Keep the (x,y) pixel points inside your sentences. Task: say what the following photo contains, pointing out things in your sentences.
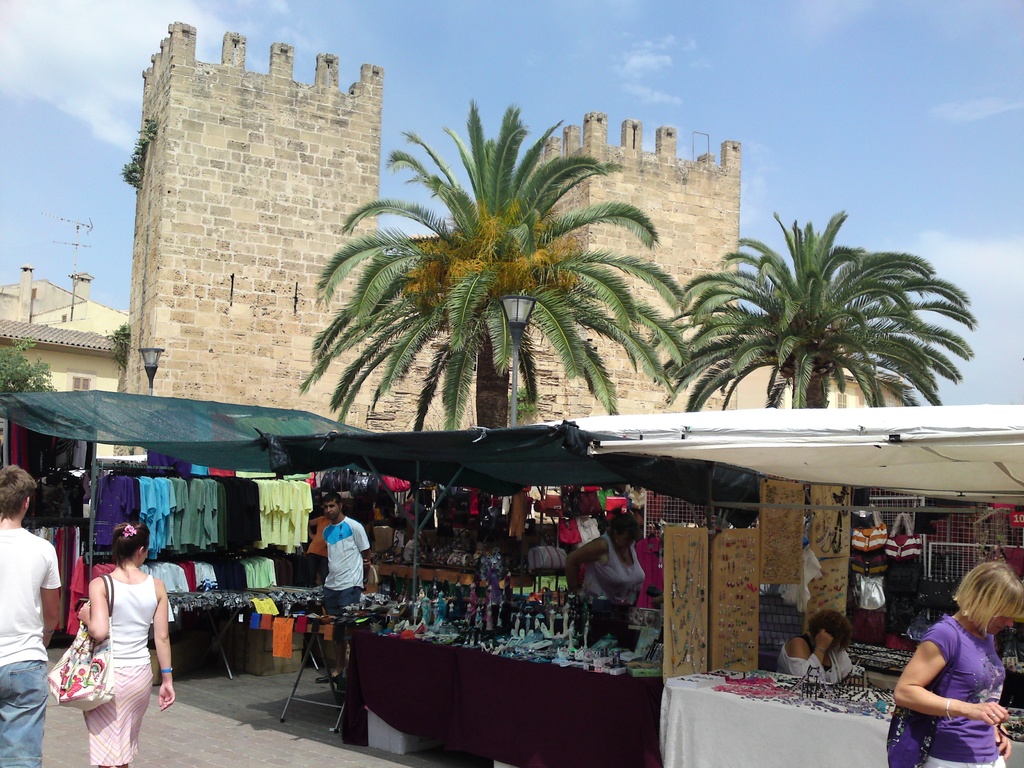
In this image we can see buildings (301,289), street poles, street lights (159,354), trees (505,363), stalls (427,499), persons (133,619) standing on the road (391,758) and sky (714,71) with clouds (130,72).
